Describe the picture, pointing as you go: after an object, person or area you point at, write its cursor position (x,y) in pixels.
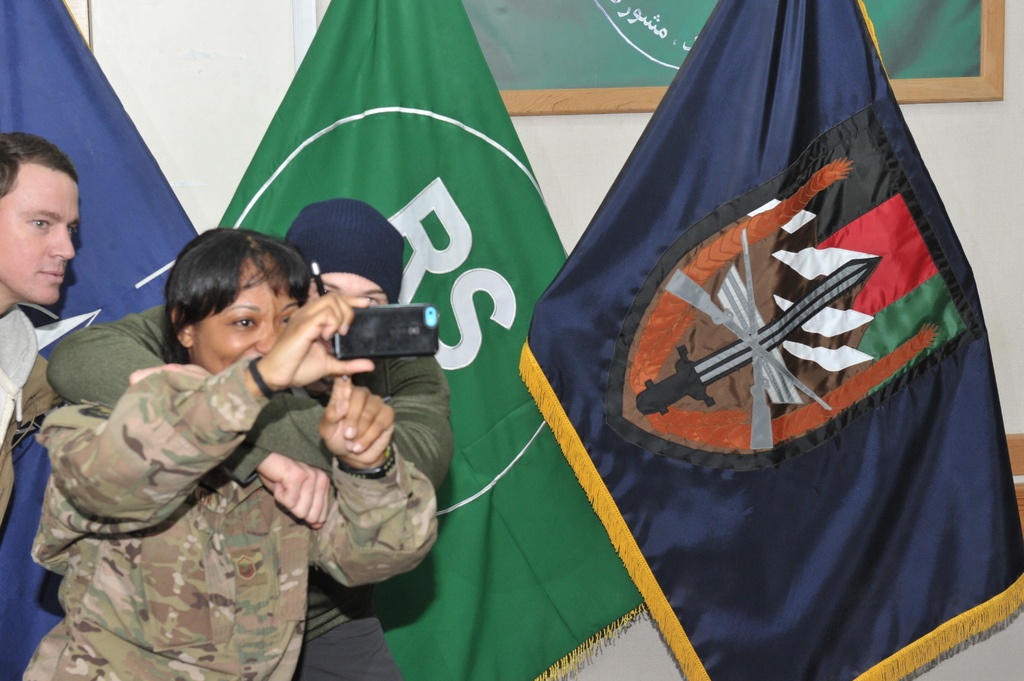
There are people (259,349) and this person (182,535) holding mobile (354,327) and pen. In the background (292,213) we can see flags (692,154) and board (618,27) on a wall (586,174).
